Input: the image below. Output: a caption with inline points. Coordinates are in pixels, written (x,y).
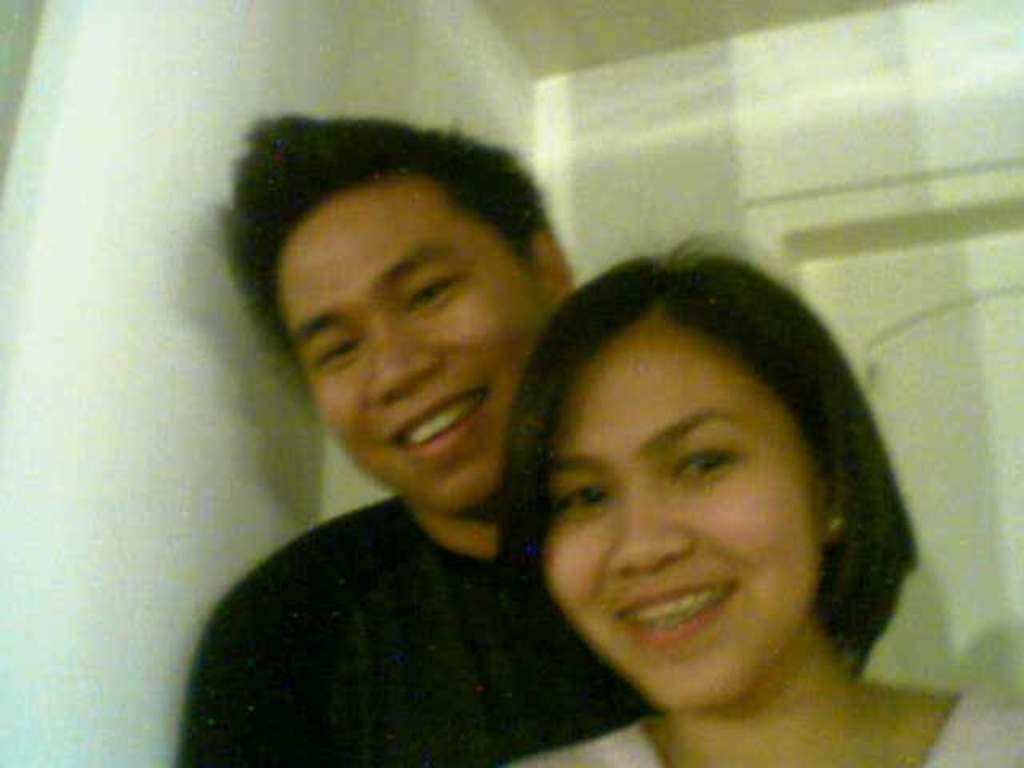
This image consists of two persons (576,696). The woman (823,692) is wearing a white dress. The man (371,657) is wearing a black T-shirt (389,582). In the background (973,337), we can see a wall (257,47) along with a door (941,417).
